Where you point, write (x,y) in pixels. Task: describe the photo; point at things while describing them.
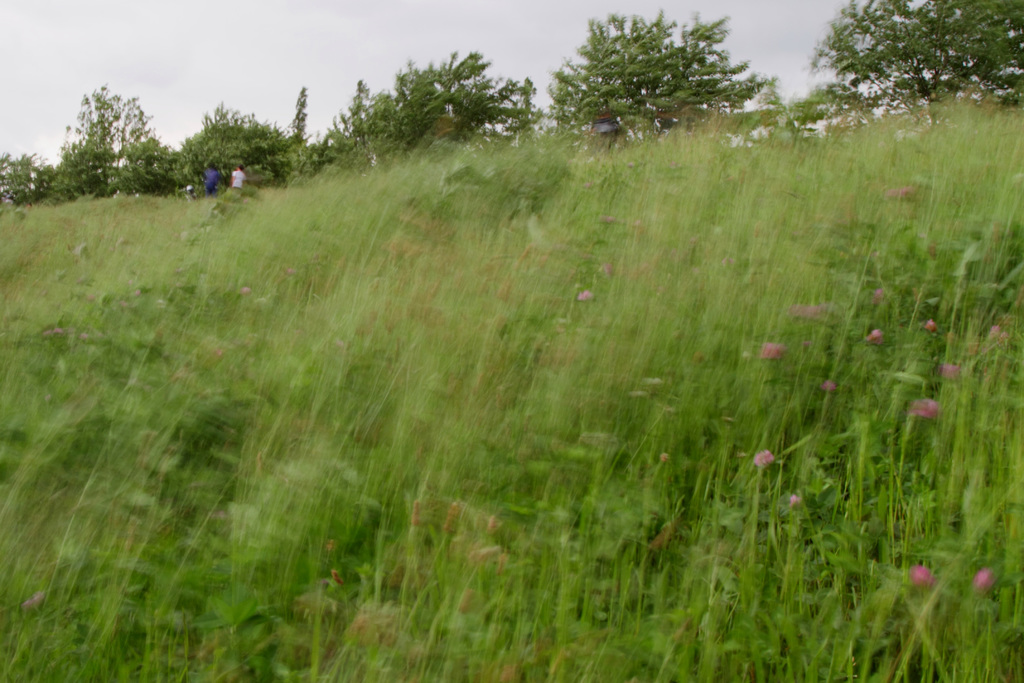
In this image we can see the grass (686,415) and also the pink color flowers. In the background (260,179) we can see two persons (235,178) and also trees (914,47). Sky (784,48) is also visible.
